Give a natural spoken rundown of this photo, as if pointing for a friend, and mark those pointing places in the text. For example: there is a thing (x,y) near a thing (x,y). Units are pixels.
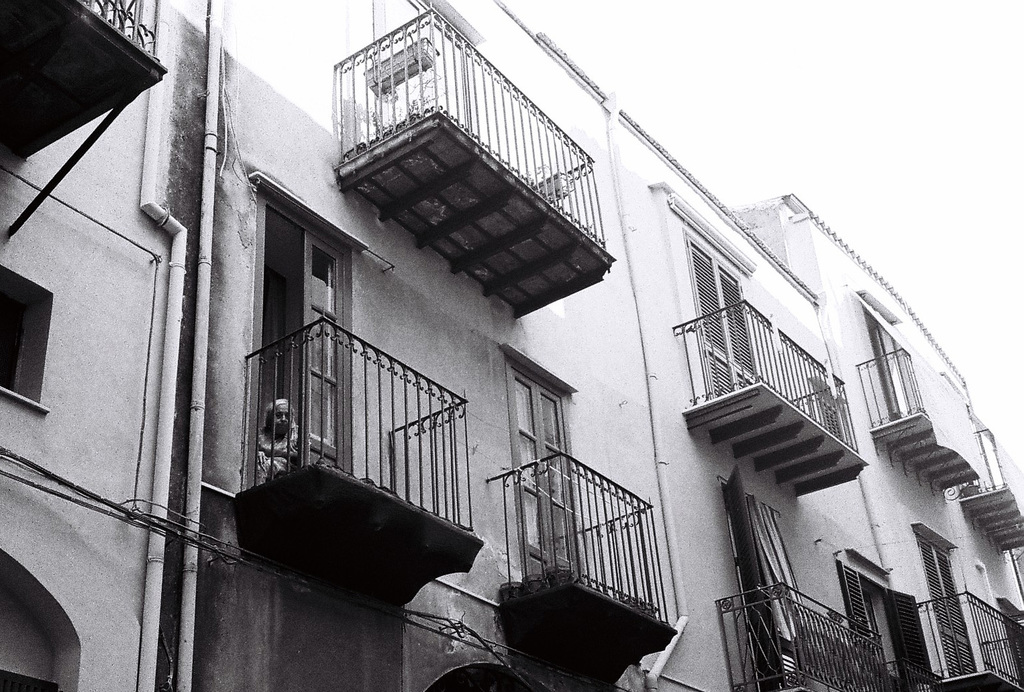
This is a black and white image. In this picture we can see the buildings (597,372), windows (551,477), door (523,450), balconies (529,465), grilles (861,648), pipes (162,564), wires (51,478). In the left side of the image (270,449) we can see a person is sitting. In the top right corner (947,52) we can see the sky (1001,252).
